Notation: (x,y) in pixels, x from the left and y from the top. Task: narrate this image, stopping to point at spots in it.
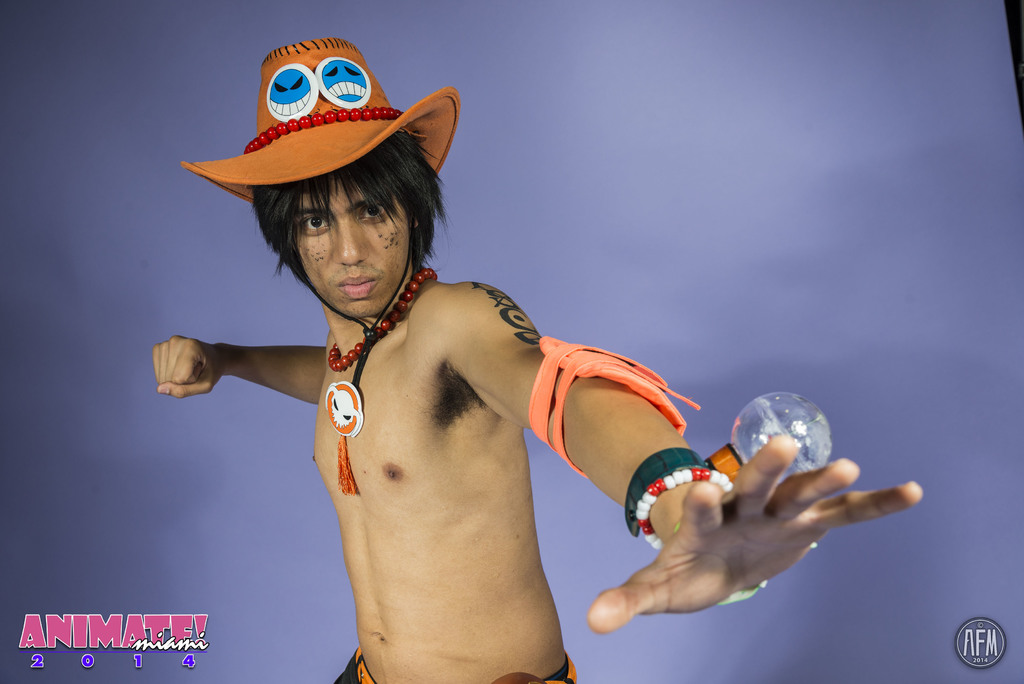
In this image there is a person (403,380) wearing the cap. Behind him there is a wall (843,284). At the bottom of the image (53,669) there are watermark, text (164,618), numbers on the image.
